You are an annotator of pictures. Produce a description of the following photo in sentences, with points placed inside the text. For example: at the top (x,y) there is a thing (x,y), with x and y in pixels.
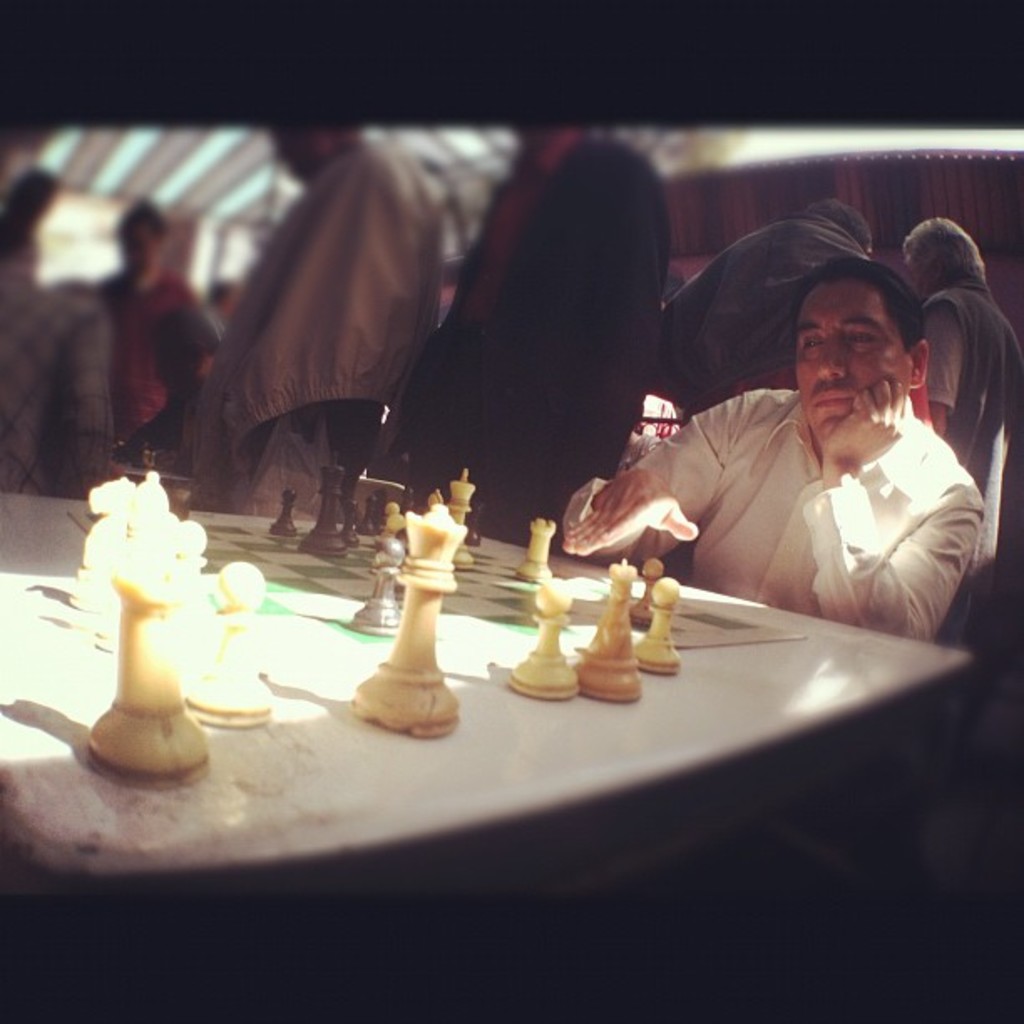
In the center of the image (672,481) we can see one person (818,563) is sitting. In front of him, we can see one table (293,836). On the table (360,825), we can see one chess board (446,628) and a few other objects (434,592). In the background (502,235) there is a wall (1015,291), few people (699,305) are standing and a few other objects (205,228).
